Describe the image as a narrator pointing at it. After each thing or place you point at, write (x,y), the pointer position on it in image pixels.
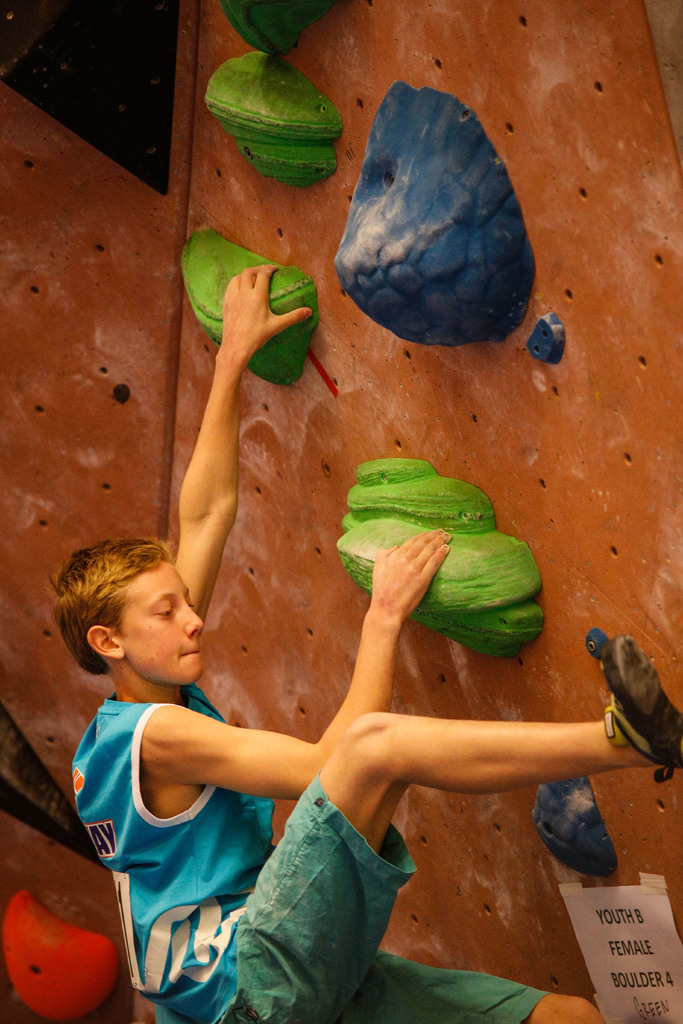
In this image, we can see a person (217,774) wearing clothes (190,855) and climbing a wall (577,203).
